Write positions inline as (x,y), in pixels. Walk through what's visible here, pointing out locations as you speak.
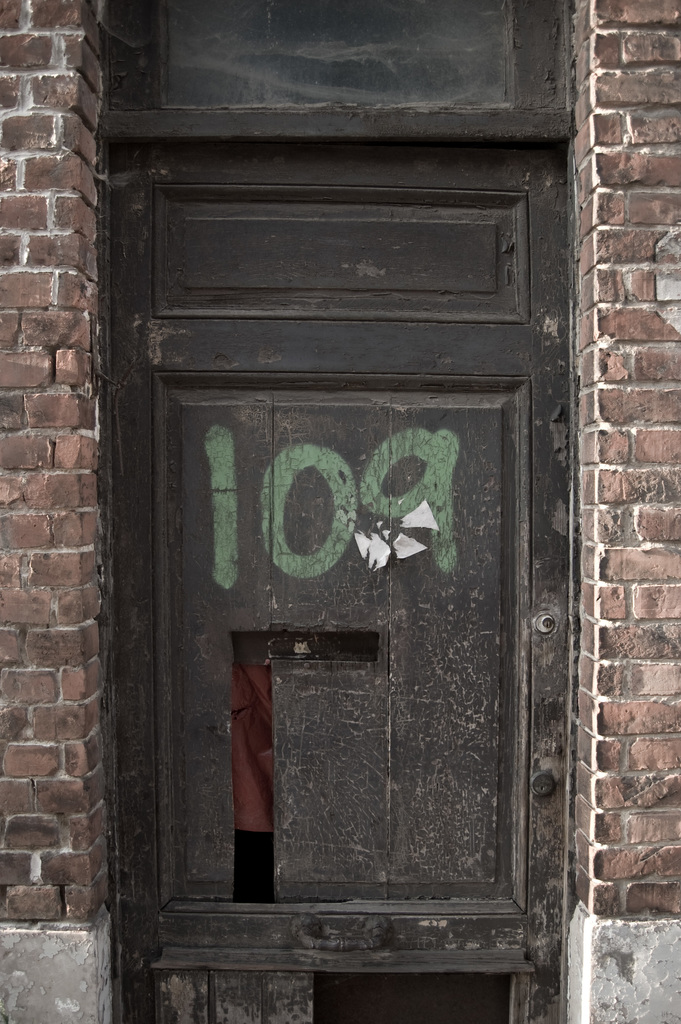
In the middle of the image (405,523) there is a wooden door (343,591) with a number (395,511) on it. On the left (68,837) and right corners of the image there are brick walls (677,107).
